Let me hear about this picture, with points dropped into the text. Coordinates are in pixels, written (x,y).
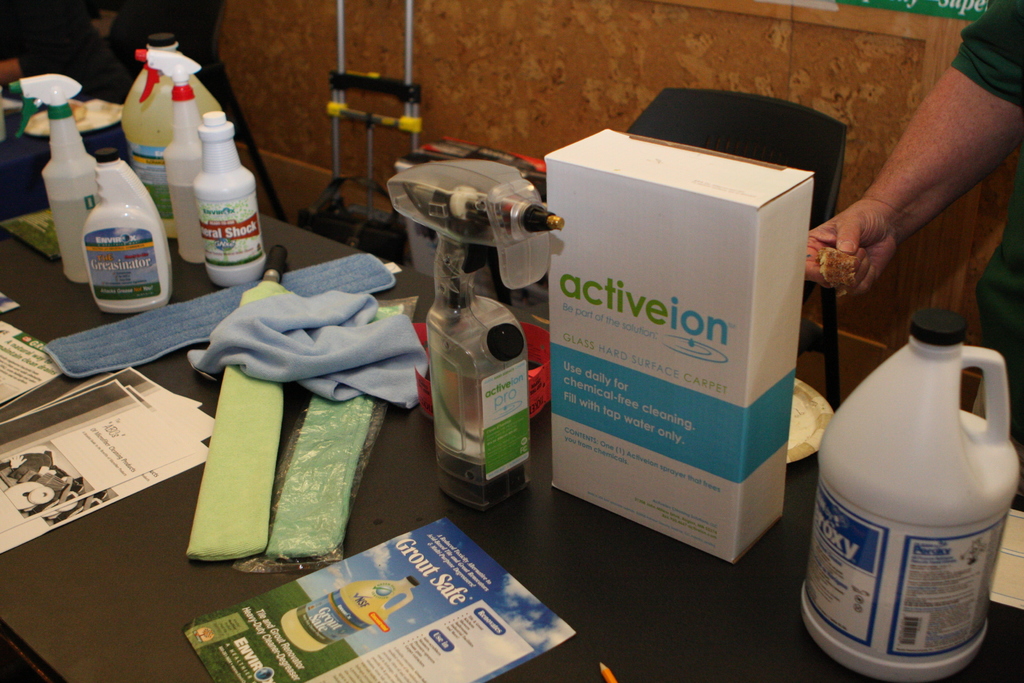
In this image, we can see a table (525,519) contains bottles (511,392), box (578,339), clothes (186,318), papers (298,639), plate (800,422) and some objects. There are chairs (187,45) in front of the wall (489,45). There is a person's hand (864,232) in the top right of the image (917,158). There is a metal frame (336,144) at the top of the image (344,112).
